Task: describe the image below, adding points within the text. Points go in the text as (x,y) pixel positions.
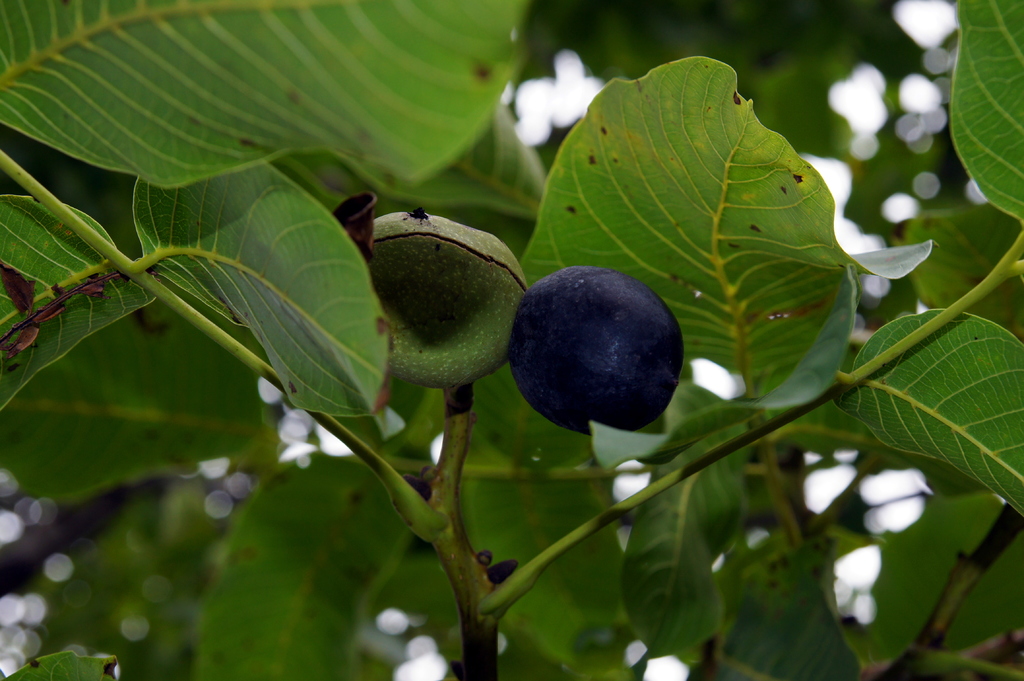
In this image we can see a berry (524,357) to a plant (558,450) and in the background (372,478) we can see plants (108,420).
